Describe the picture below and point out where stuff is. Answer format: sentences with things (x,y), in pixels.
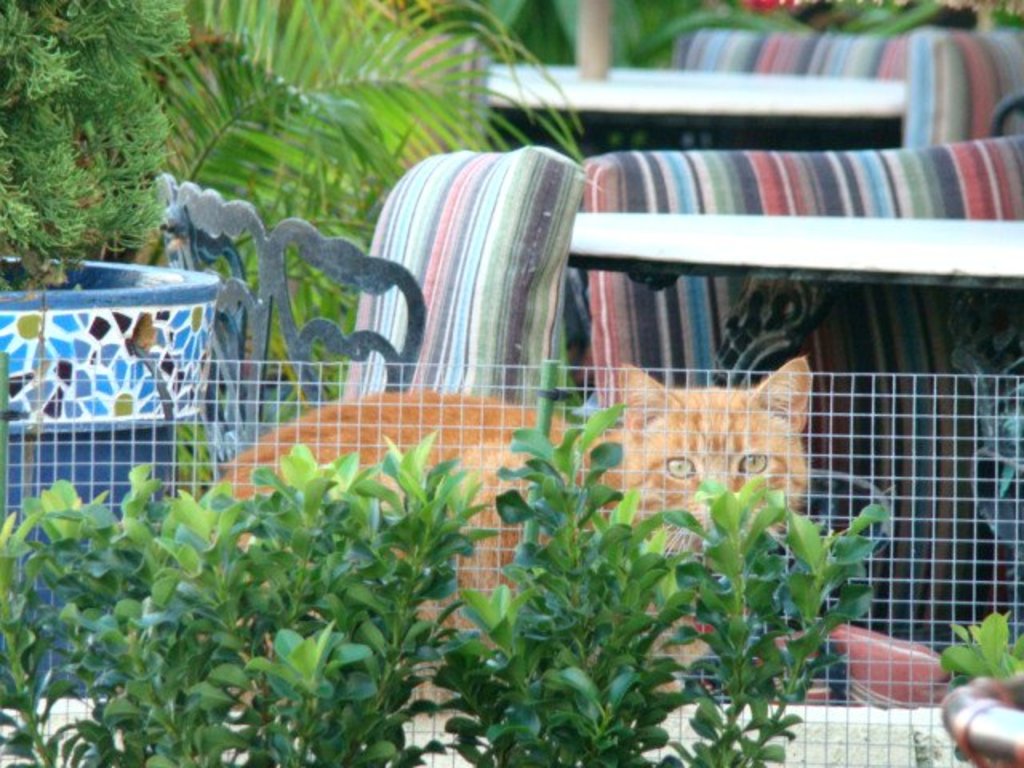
In this image there is a cat (493,422) in the middle (498,427). In front of the cat (622,479) there is a grill (720,407). At the bottom (360,600) there are plants (344,603). In the background (679,215) we can see that there are tables (648,99) and chairs (488,211) around them. On the left side (214,73) top there are plants (239,35) and plant pots (108,336).
